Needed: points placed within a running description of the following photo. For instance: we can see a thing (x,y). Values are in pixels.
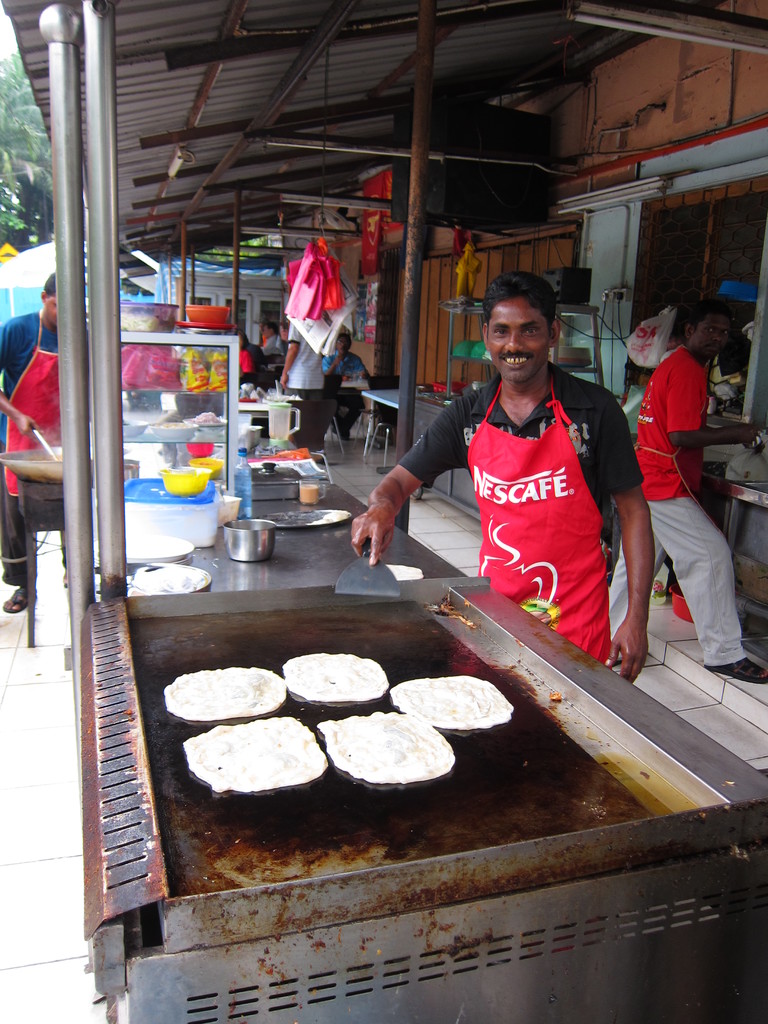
In the center of the image (457,636) there is a food stall (242,825). there is a person (551,417) standing wearing a apron (487,509). At the top of the image (128,27) there is a shed (127,247). There are trees (2,155) in the background of the image (27,239). There is another person (12,351).
